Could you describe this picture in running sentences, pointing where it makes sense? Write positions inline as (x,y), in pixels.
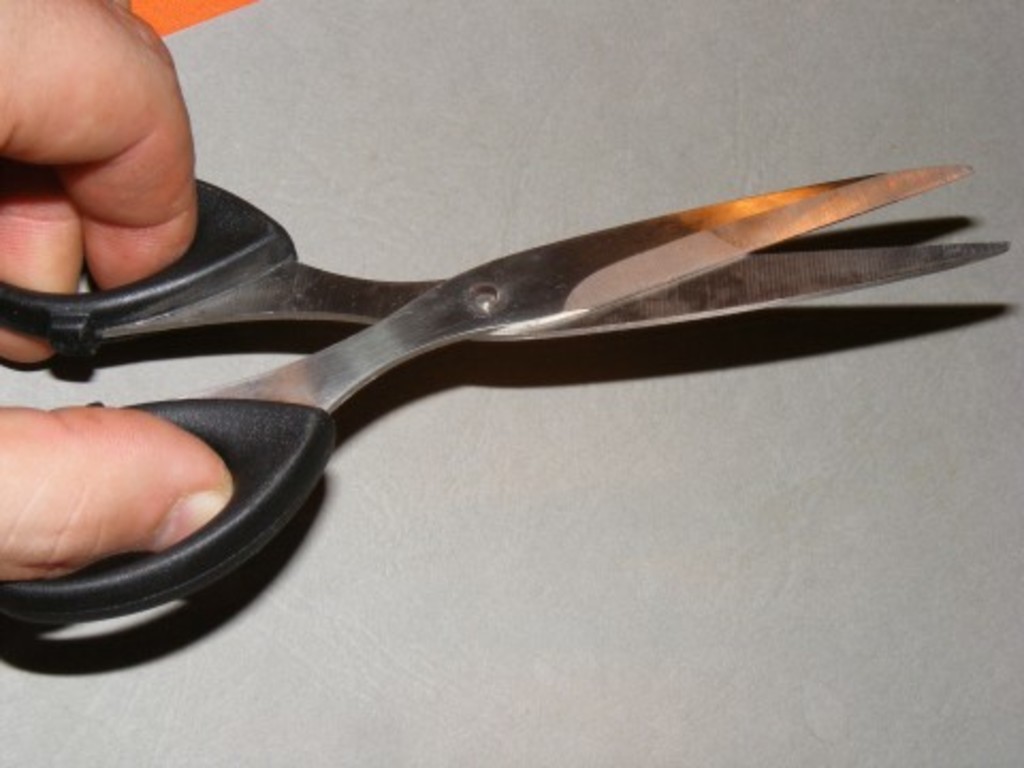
In this image there is a person (84,119) holding black color scissors (379,307).
